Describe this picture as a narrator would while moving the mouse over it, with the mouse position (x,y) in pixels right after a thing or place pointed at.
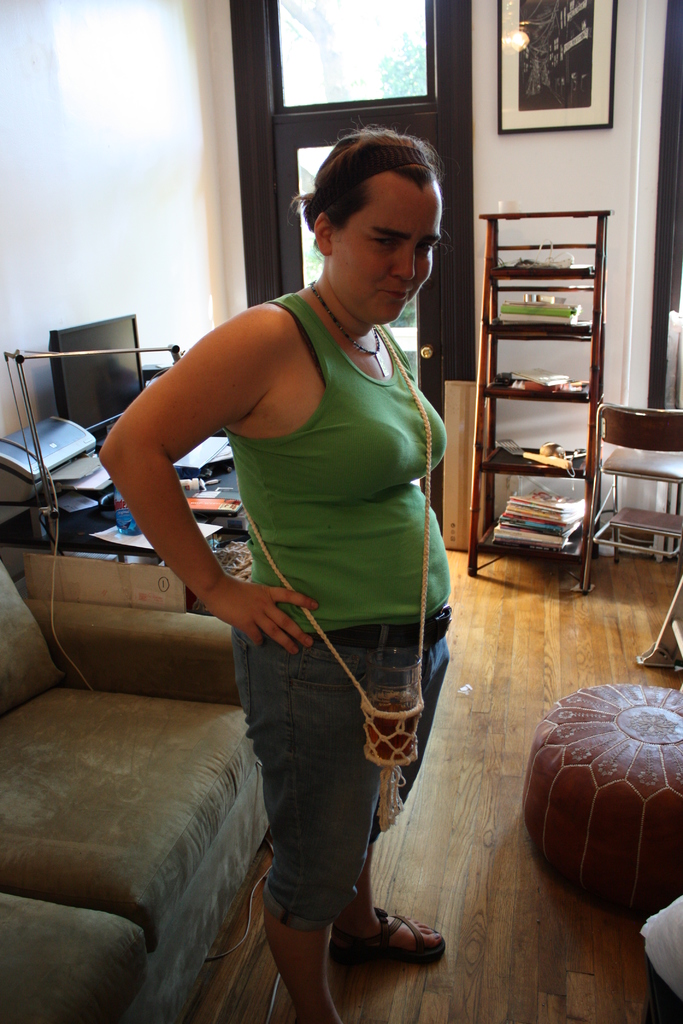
Here we can see that a person (430,216) is standing on the floor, and at back her is the sofa (11,603), and at side here is the computer (62,392) on the table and many other objects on it, and at side there is the wall (140,242) and photo frames (573,86) on it, and here is the light (517,46).
